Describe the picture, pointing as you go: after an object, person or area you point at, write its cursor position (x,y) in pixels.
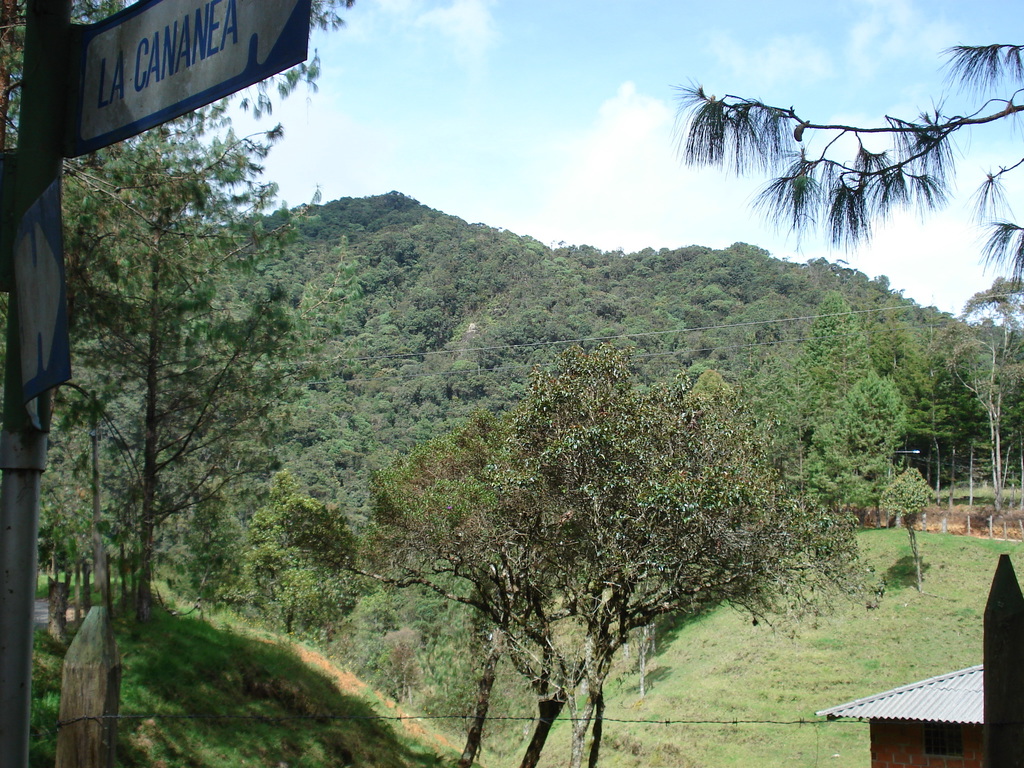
In this picture I can see a board (70,140) on the left side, in the middle (483,279) there are trees (549,437). In the bottom right hand side (934,714) it looks like a shed (953,726), at the top (572,96) I can see the sky (589,115).
